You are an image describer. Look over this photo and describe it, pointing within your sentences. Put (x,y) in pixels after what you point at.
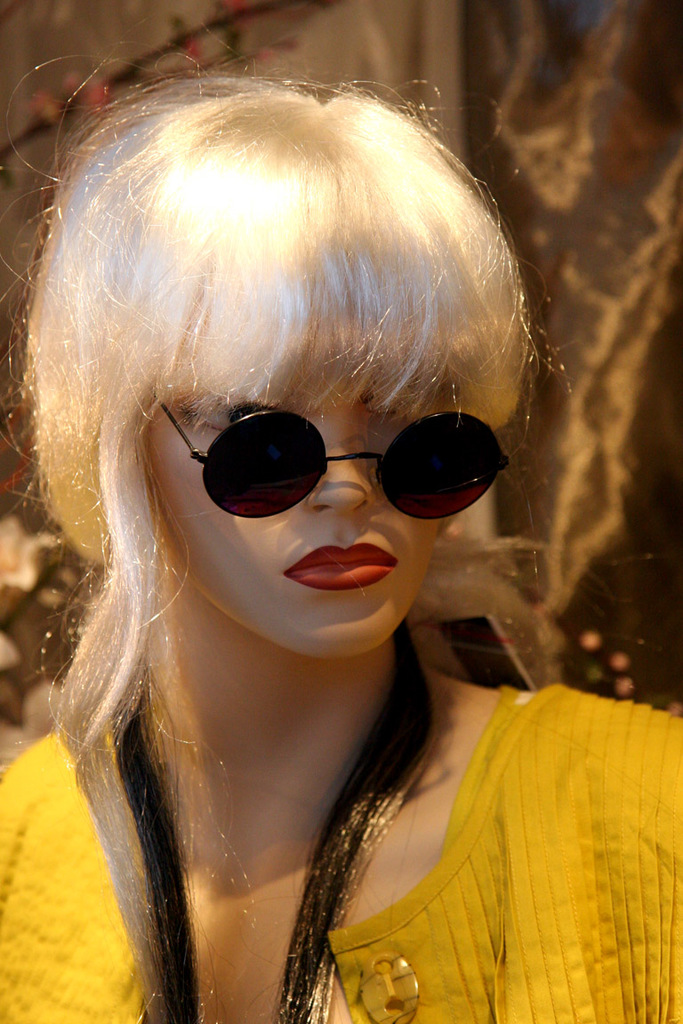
In this picture I can see a doll (465,729) in the middle (373,660), this doll (489,775) is wearing the dress (458,888) and the goggles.
